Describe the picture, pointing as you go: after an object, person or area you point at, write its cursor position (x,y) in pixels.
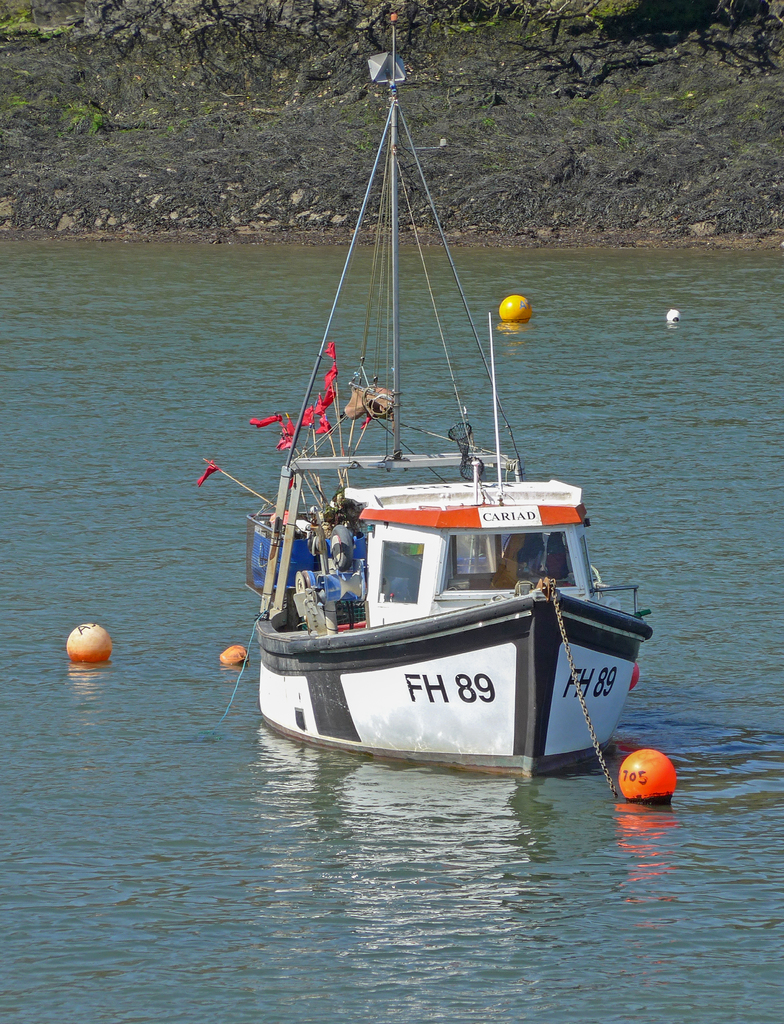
In the center of the image (402,462), we can see a ship (375,629) and there are flags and balls (504,316). At the bottom (445,889), there is water (465,830) and in the background (406,91), there is a hill (440,77).
